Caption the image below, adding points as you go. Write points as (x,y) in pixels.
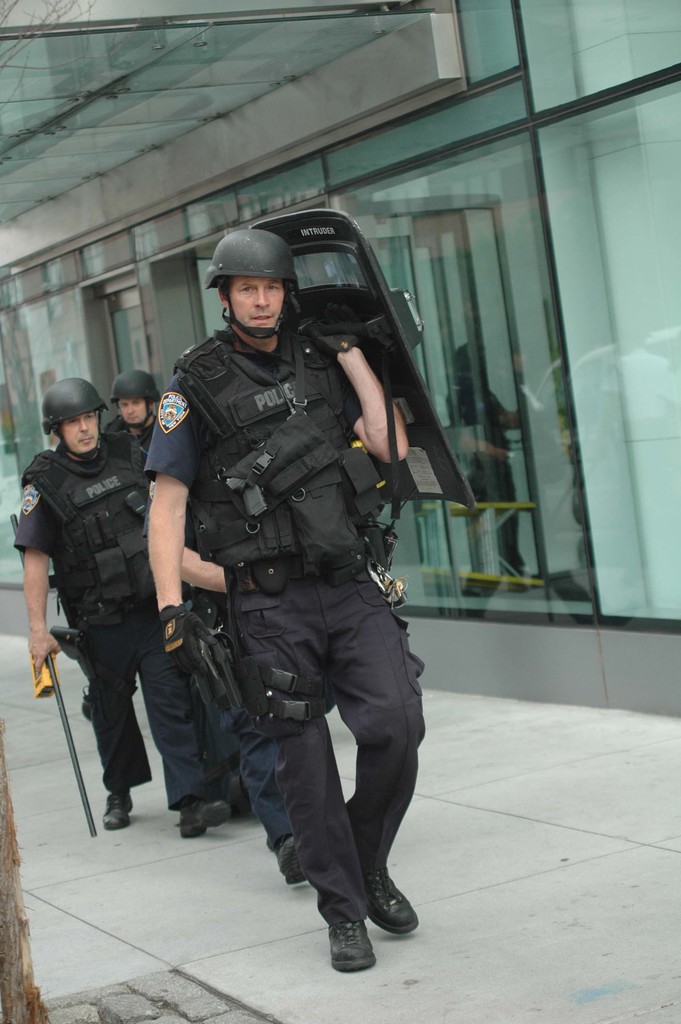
In this image we can see the policeman (120,615) holding some objects (404,393) and walking on the path (428,966). In the background (215,77) we can see the buildings (369,205) with the glass windows (477,280). In the bottom left corner (23,980) we can see the bark (0,808) of a tree (21,931).
